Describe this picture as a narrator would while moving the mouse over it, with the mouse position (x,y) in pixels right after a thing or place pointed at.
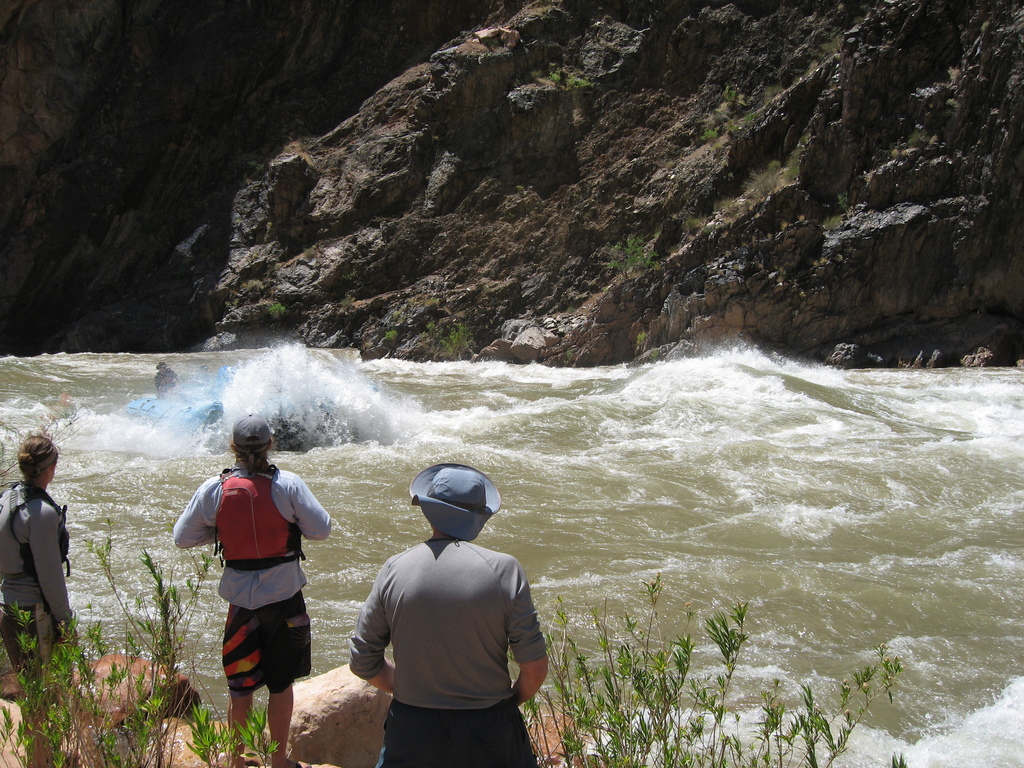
In this image we can see some people (268,572) standing near a river (218,685) and a person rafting in the water (336,480). We can also see some plants (597,719), stones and a mountain (575,331).
